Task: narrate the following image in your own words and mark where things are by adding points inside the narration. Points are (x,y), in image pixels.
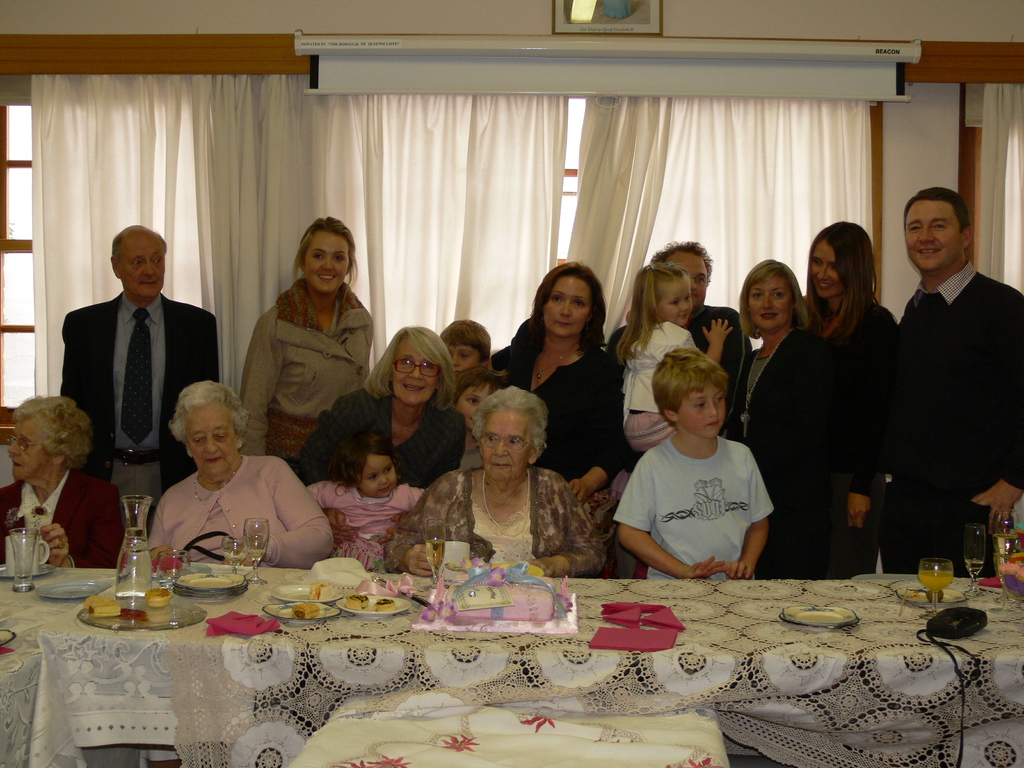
In the image we see there are people (319,536) who are sitting on the chair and behind them there are people (684,284) who are standing and in front of the people (988,299) there is a table (818,590) on which there are a glass of jug (123,564), wine glass (258,564) and food items (366,602) in a plate (282,609).
